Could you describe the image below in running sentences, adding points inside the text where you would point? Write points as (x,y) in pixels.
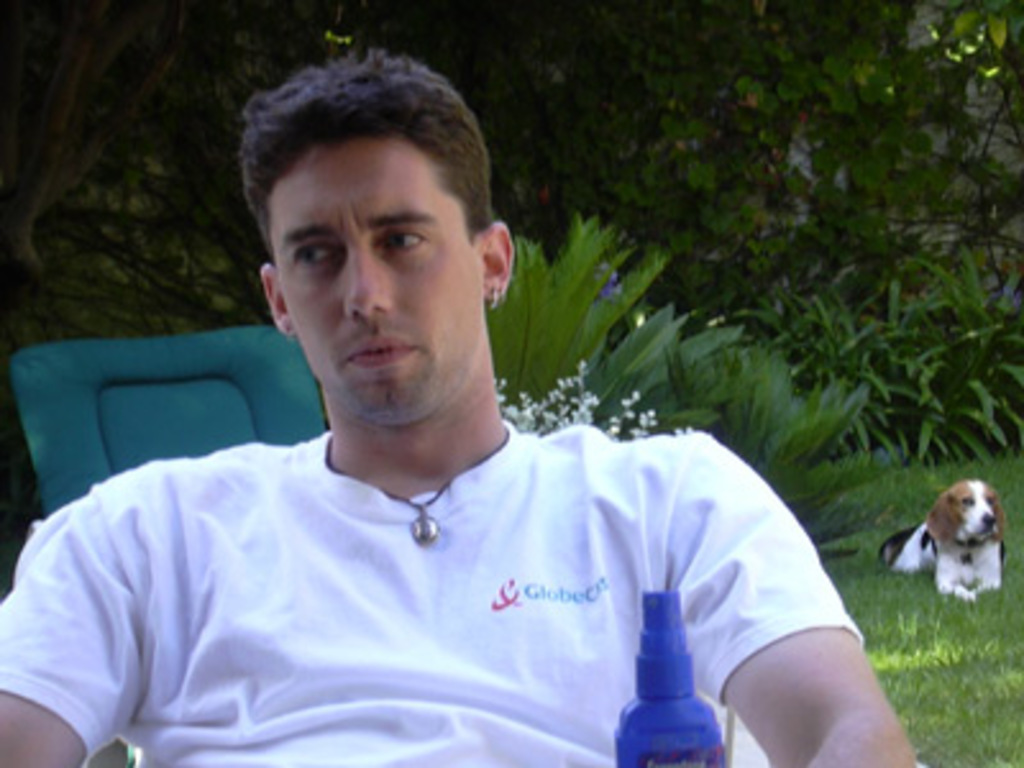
In the center of the image (579,508) we can see one person (589,672) is sitting and he is in a white t shirt (466,643). In front of him, we can see one blue color object (642,702). In the background (8,185), we can see trees (630,115), plants (678,292), grass (868,566), one dog (899,539), chair (69,397) and a few other objects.
